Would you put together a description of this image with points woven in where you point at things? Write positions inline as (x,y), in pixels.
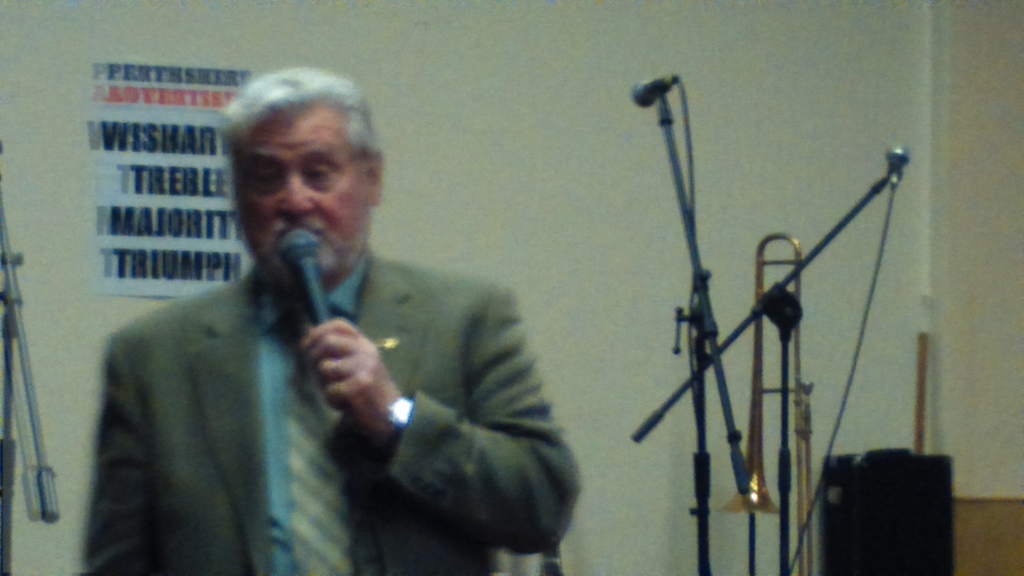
In this image there is a man (198,520) standing and talking in a microphone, at the background (584,213) there are microphones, trombones (749,505), wall (741,186), wall poster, speaker (841,498).
